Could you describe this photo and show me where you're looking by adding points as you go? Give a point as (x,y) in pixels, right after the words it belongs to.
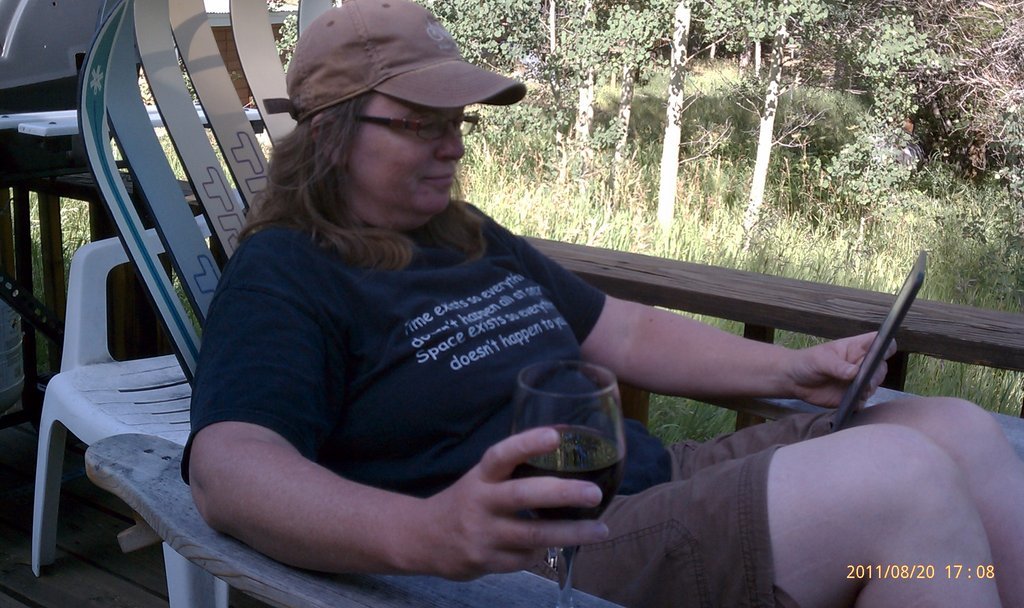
In the image a woman (430,355) is lying on the chair (263,578) she is catching the glass (607,427) with her right hand (437,517) and a mobile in her left hand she is wearing black color shirt (267,403) and brown hat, in the background (743,181) there are lot of trees (776,45) and grass (663,99).
